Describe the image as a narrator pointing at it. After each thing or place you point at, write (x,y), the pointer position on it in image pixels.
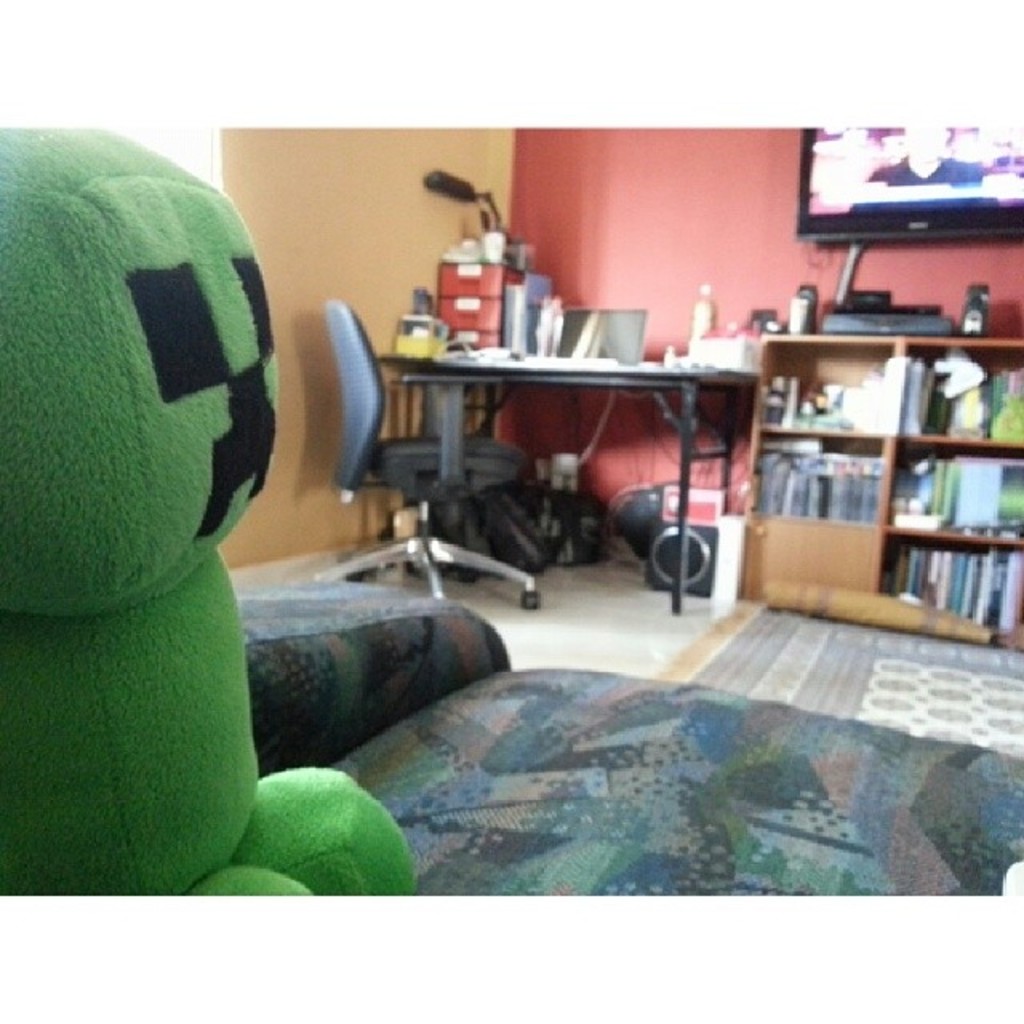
In this picture we can see a room (714,572) with sofa (477,641), toy (248,389), table (678,374), chair (445,417), racks (876,360) with books (987,478) in it, television (889,222) to wall (581,296) and on table (453,361) we have some items (481,271).
